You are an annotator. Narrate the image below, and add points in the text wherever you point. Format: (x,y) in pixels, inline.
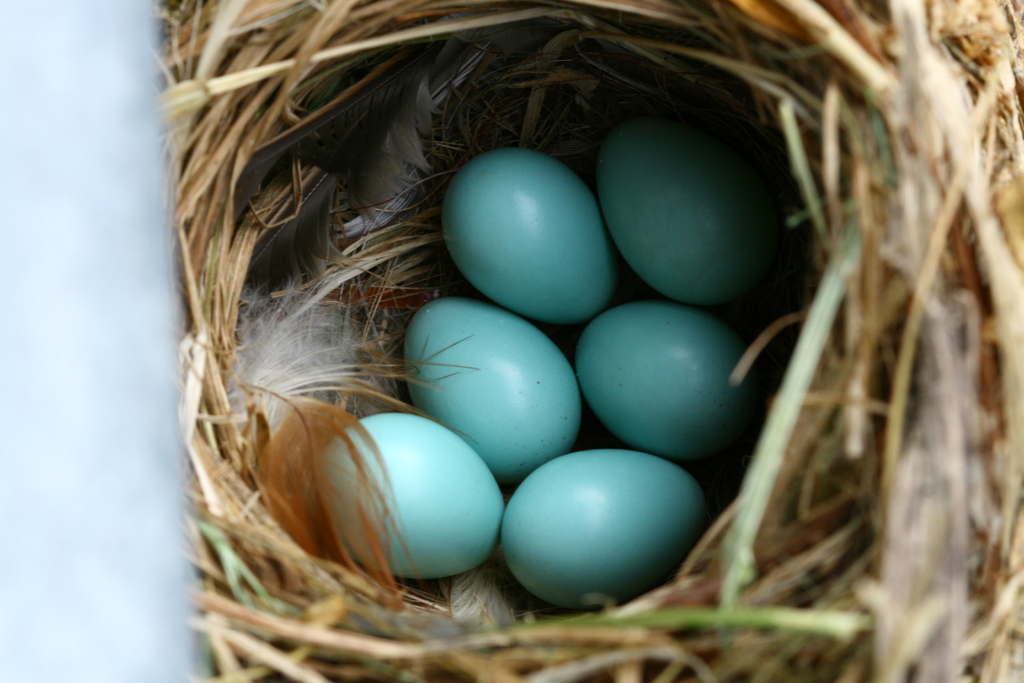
In a nest (950,584) there are 6 eggs (623,464). This eggs (658,416) are in blue color.
